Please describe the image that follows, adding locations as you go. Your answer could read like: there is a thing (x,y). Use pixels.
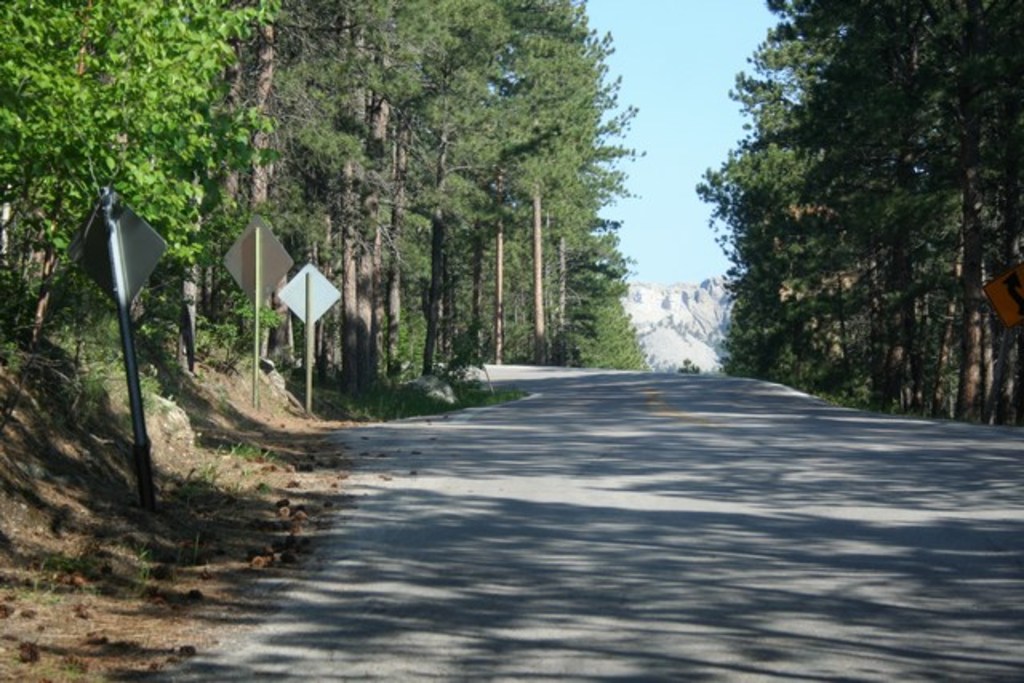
On the left side (327,294), there are sign boards (272,248) attached to the poles (309,288), there are trees (16,93) and grass (400,403). On the right side (770,454), there is a road (933,665). In the background (881,129), there are trees (500,155), mountains (652,298) and the sky (677,102).
